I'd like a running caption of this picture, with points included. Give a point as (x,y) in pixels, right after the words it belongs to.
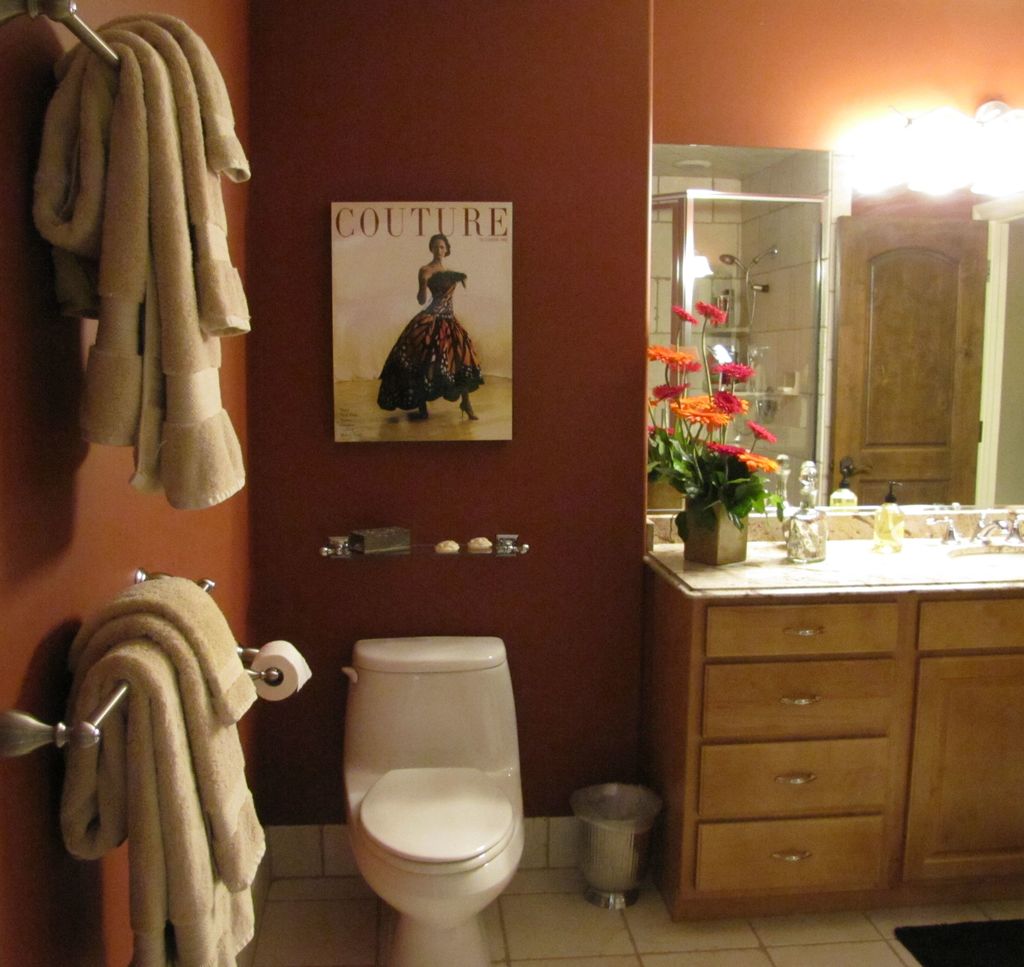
On the left side (186,93), there are towels (226,129) on the hangers (97,723) which are attached to the brown color wall (50,512). In the background (379,811), there is a white color toilet (476,806) which is on the floor (584,944) near a dustbin (597,869). There is a photo frame (502,237) on the wall (543,470), there is a mirror (987,398) near a table (1016,604) on which, there is a flower vase (745,516) and other objects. And this table (843,599) is having wooden cupboards (787,743).
